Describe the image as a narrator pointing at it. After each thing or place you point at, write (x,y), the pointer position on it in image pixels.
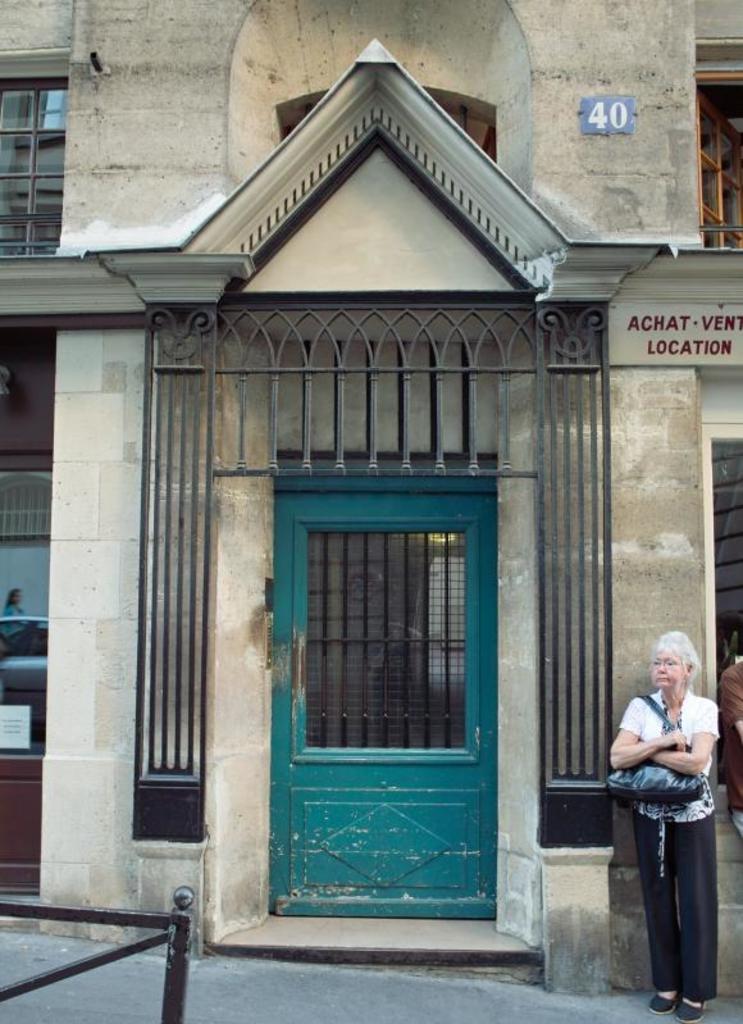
In this image we can see a house (306,469) with roof (516,275), windows (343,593) and a door (470,761). On the right side (703,976) we can see a woman (704,988) wearing a bag (638,788) standing on the road (199,989).
